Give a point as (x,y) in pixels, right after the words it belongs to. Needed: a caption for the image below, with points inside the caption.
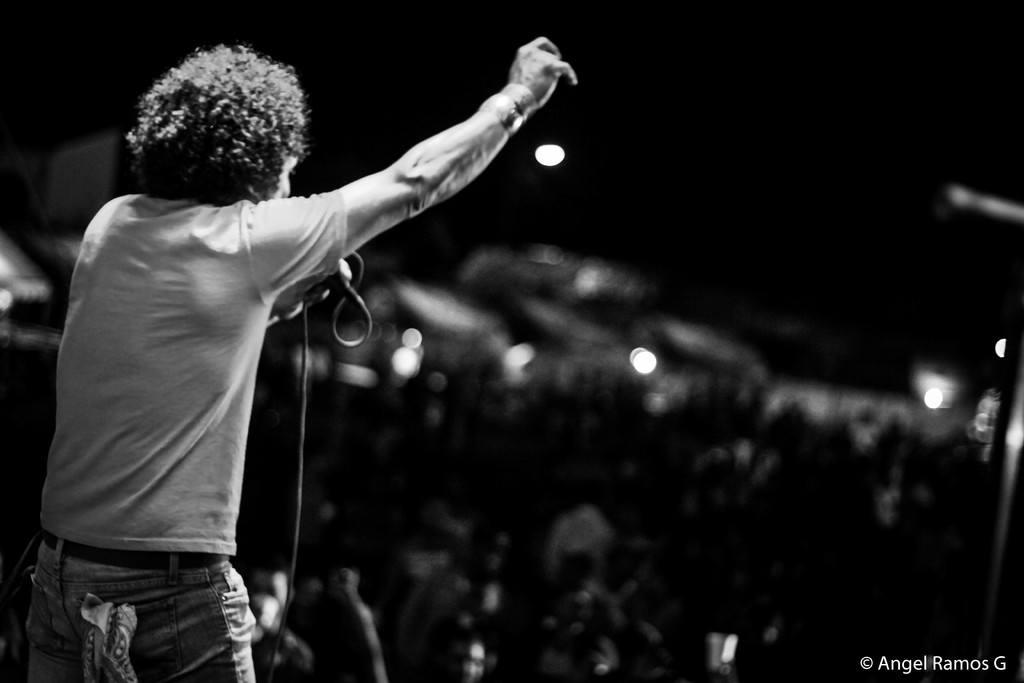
In the picture I can see a man (248,268) on the left side (86,293) and looks like he is holding a microphone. He is wearing a T-shirt (168,448) and a pant (231,640).
